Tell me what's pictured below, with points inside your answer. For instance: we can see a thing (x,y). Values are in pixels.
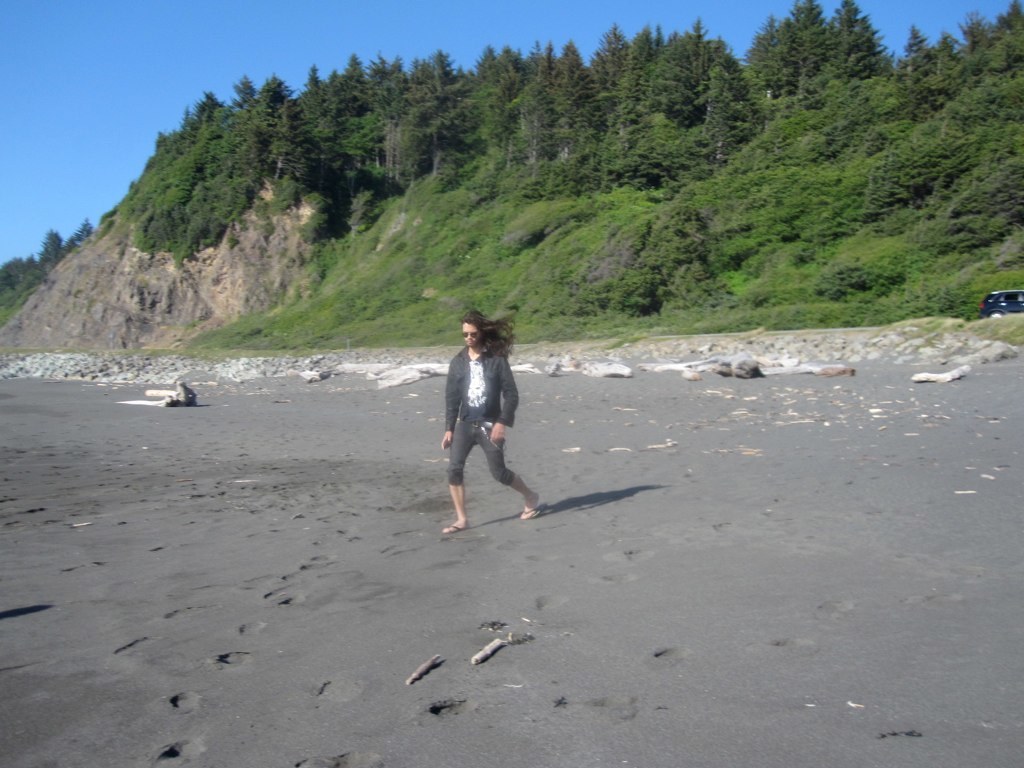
In this picture in the center (461,446) there is a person (453,400) walking. In the background (309,200) there are trees (438,174) and there is a car (1003,301) which is black in colour, there's grass (389,307) on the ground (389,311).
